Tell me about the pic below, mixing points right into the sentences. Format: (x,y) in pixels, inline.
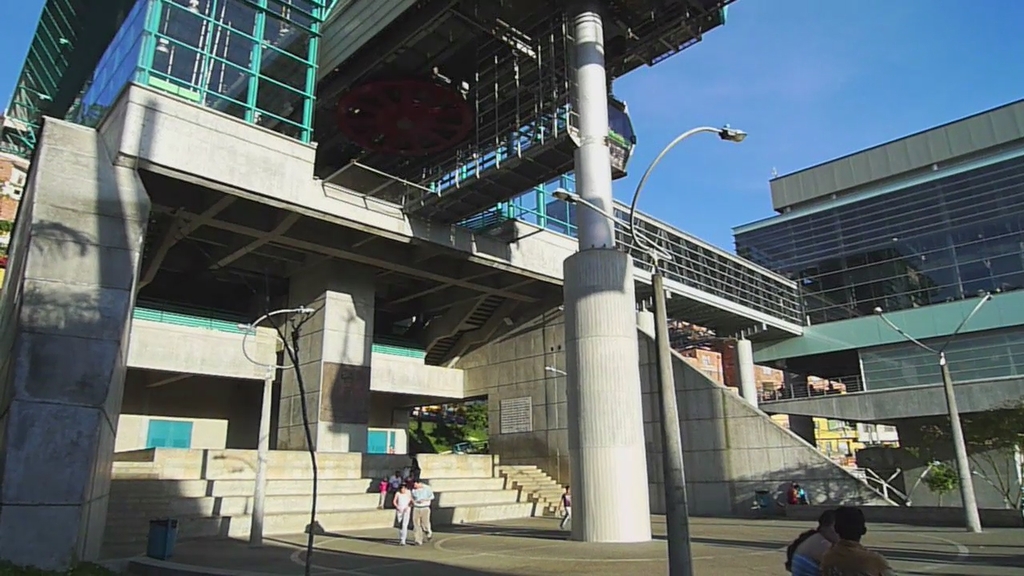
In this picture there are buildings (143,531) and trees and there are street lights (948,390). In the foreground (421,476) there are group of people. At the bottom right (799,573) there are two people (795,544). At the top (789,75) there is sky (699,64). At the bottom (589,568) there is a road (409,536).
